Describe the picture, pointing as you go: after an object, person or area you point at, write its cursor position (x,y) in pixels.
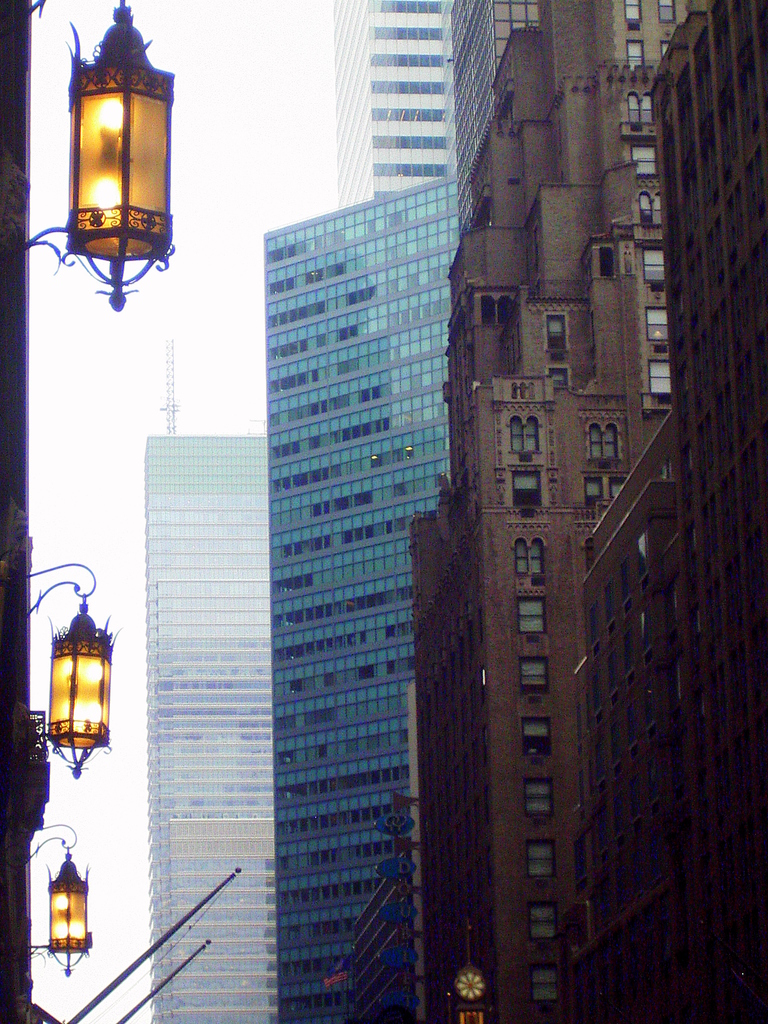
In this picture I can see the light poles (116,37) in front (54,919) and on the right side of this picture (629,313) I can see the buildings (357,561). In the background (95,461) I can see the sky (207,299). On the bottom left of this picture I can see 2 poles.
